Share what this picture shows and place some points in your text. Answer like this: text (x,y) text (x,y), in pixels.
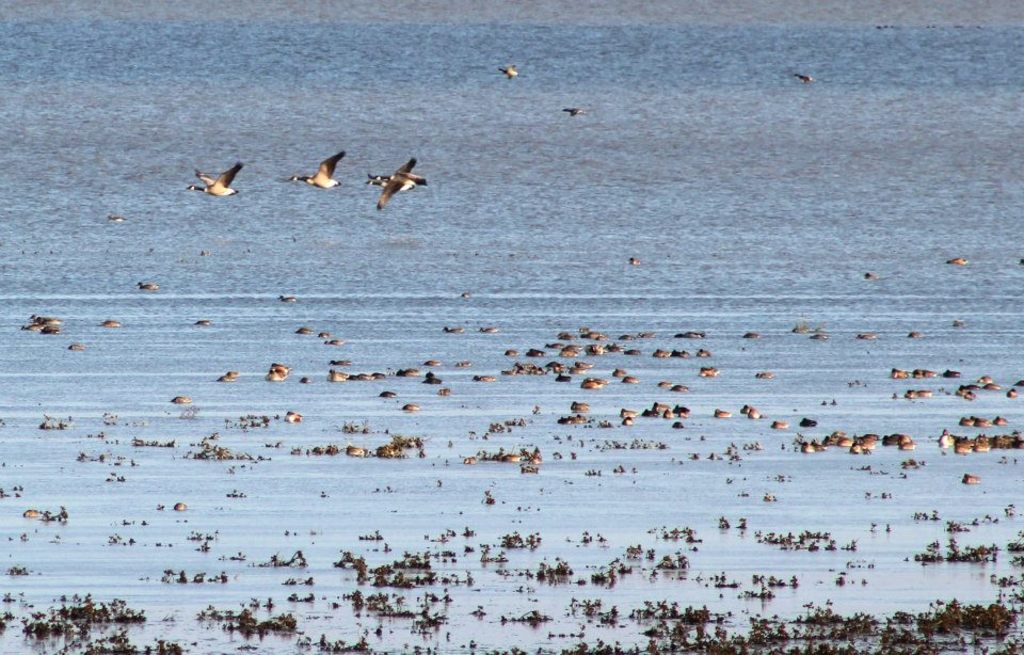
In this image at the bottom (434,539) there is a lake (610,333) and in the lake (508,501) there are some water plants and some birds (979,436), in the air (498,103) there are some birds (214,189) flying.
